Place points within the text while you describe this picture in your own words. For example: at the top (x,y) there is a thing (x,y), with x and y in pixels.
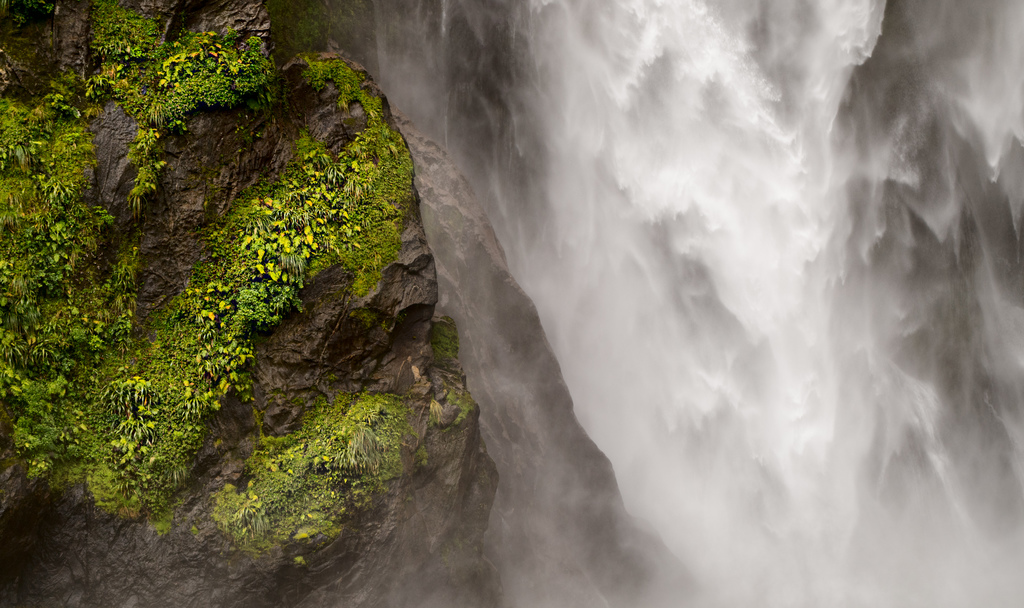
In this image we can see that there is waterfall (597,231). Beside the waterfall (689,315) there is a rock (291,376) on which there are plants (191,280).
